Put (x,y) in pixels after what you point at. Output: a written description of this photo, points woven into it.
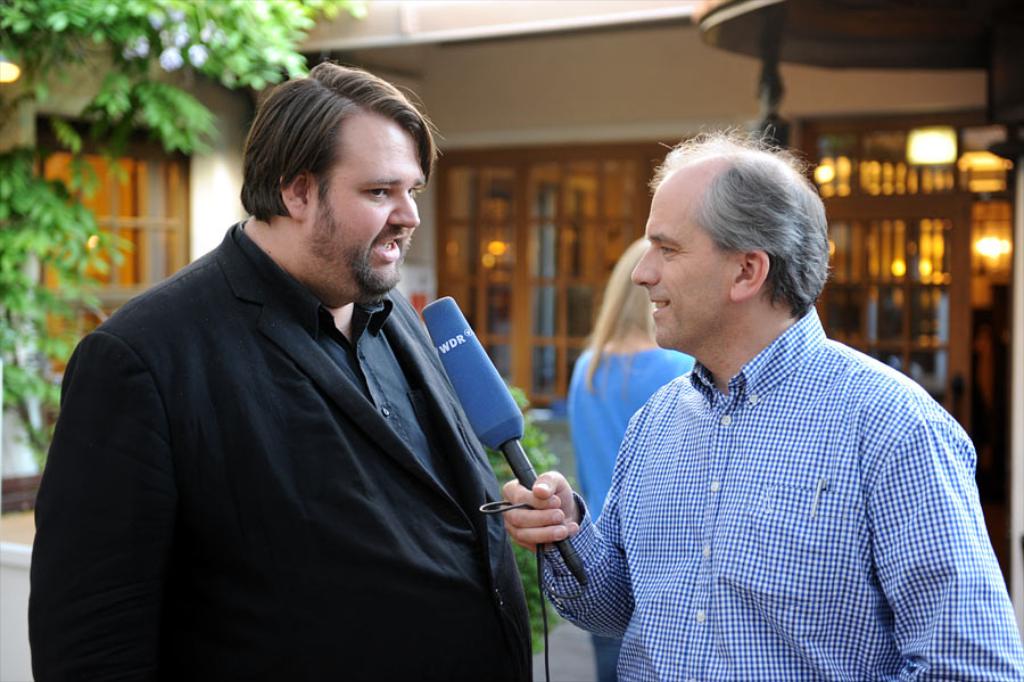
This is a picture taken in the outdoors. The man (817,469) in blue and white shirt (750,493) was holding a microphone (473,369) and the man (272,478) in black blazer (274,483) was explaining something. Behind the people (712,482) there is a woman (624,407) in blue t shirt (599,417) was standing on the floor (568,640), trees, windows (587,202) and building (531,113).
